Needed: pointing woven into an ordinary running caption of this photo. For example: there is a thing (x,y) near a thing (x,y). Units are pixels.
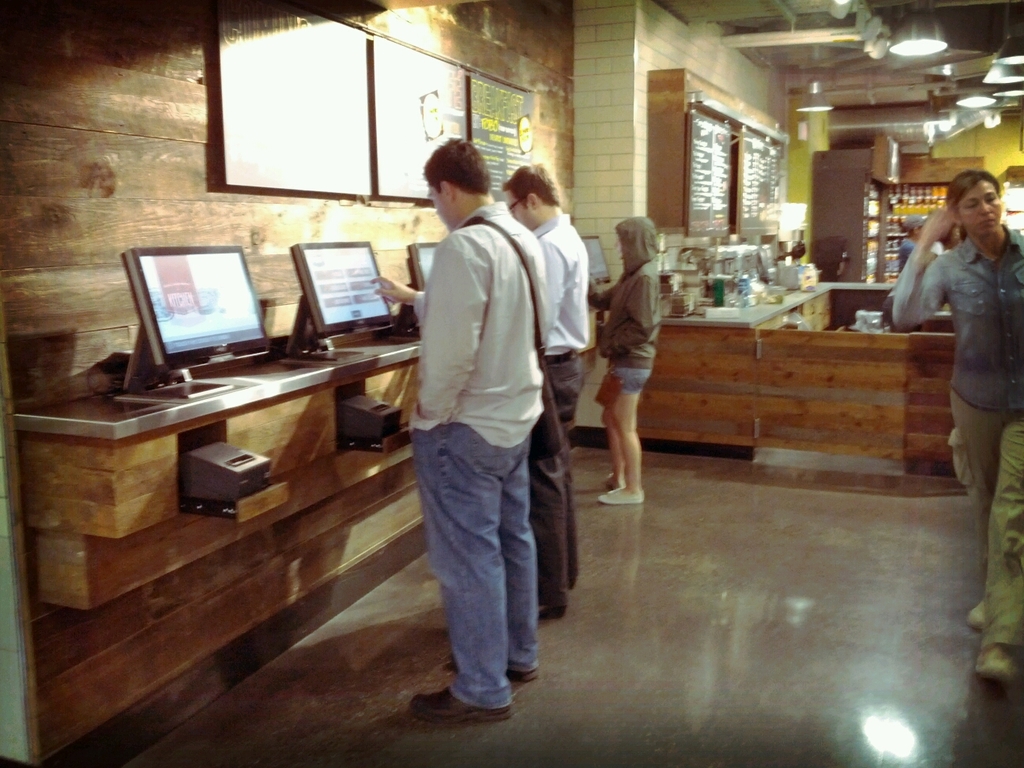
In the image we can see there are people (973,430) standing on the floor (925,653) and there are monitors (339,276) on the table (44,411). There are blackboards (499,152) on the wall (58,344).
